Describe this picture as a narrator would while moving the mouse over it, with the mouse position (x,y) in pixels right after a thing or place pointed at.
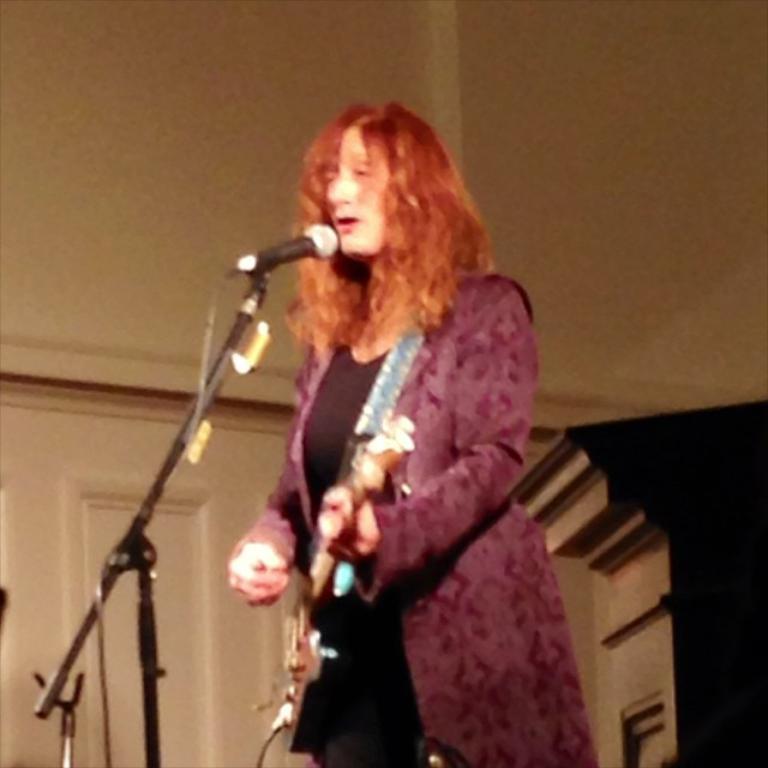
In the middle of the image (441,353) a woman (358,194) is standing and playing guitar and singing on the microphone (317,231). Behind her there is a wall (265,48).
